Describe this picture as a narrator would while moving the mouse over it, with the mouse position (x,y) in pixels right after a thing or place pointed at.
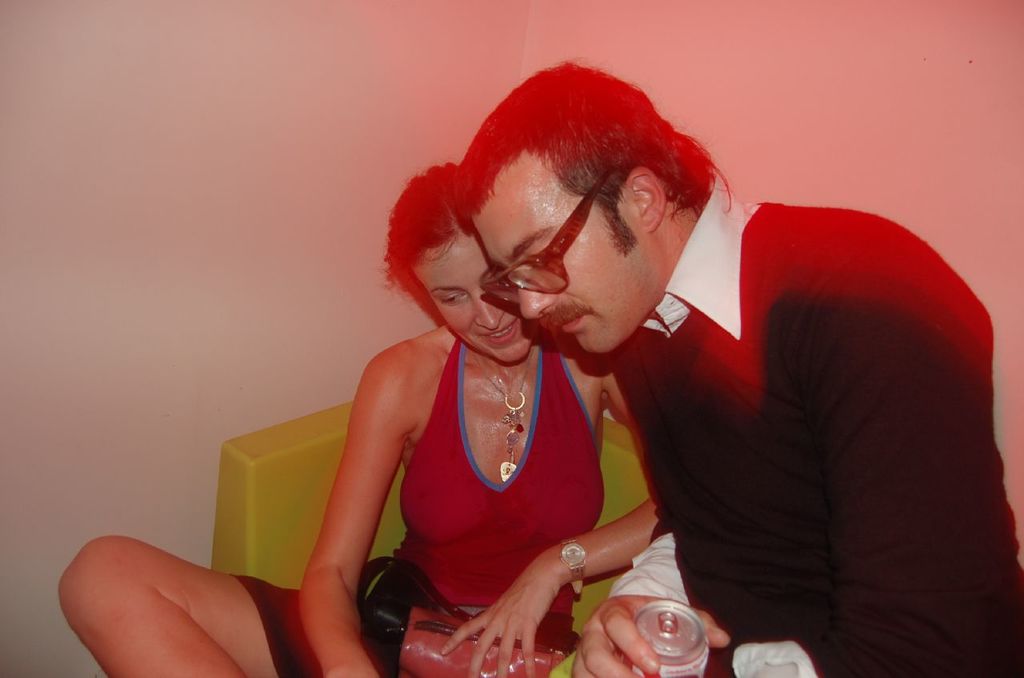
In this picture we can see a woman (599,400) is sitting on a chair (616,509) and a man (680,554) is holding a tin (668,646). Behind the two persons (504,350), there is a wall (311,138).
